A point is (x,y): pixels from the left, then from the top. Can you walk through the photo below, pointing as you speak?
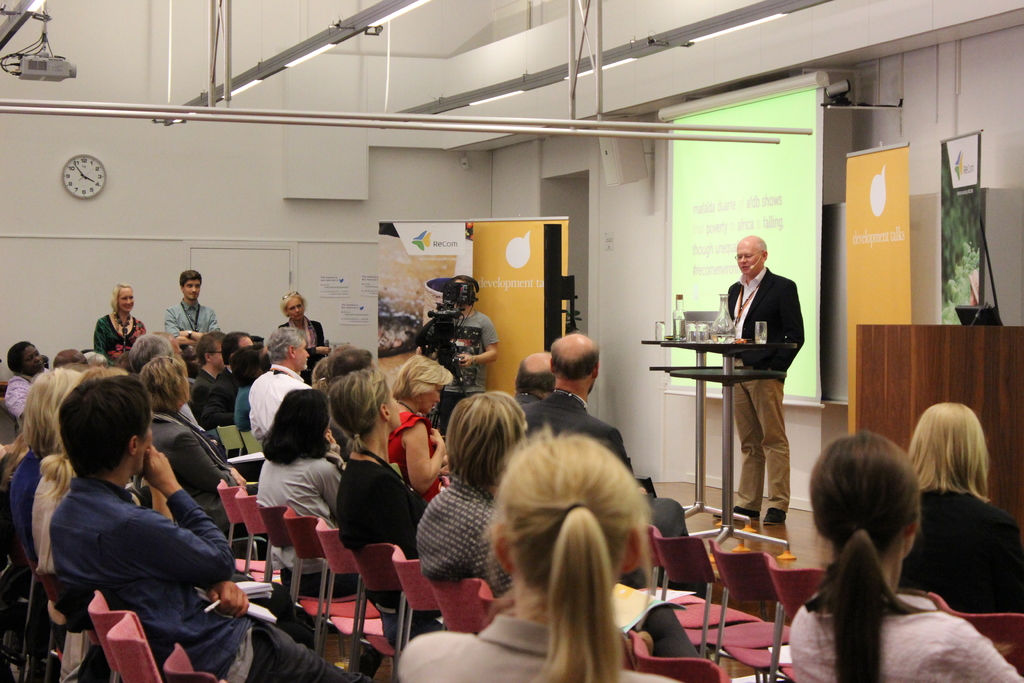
At the top (17,30) we can see lights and a projector (31,79). In the background (776,248) we can see a clock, hoardings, screen (805,308). Here we can see a man (768,428) standing on the platform (796,529) near to a table (745,351) and on the table (720,352) we can see glasses (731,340) and other objects (681,322). Here we can see people (232,597) sitting on the chairs (235,501). Here we can see a man (488,327) recording with a camera (453,316). We can see two women (115,328) and a man (188,278) standing.
